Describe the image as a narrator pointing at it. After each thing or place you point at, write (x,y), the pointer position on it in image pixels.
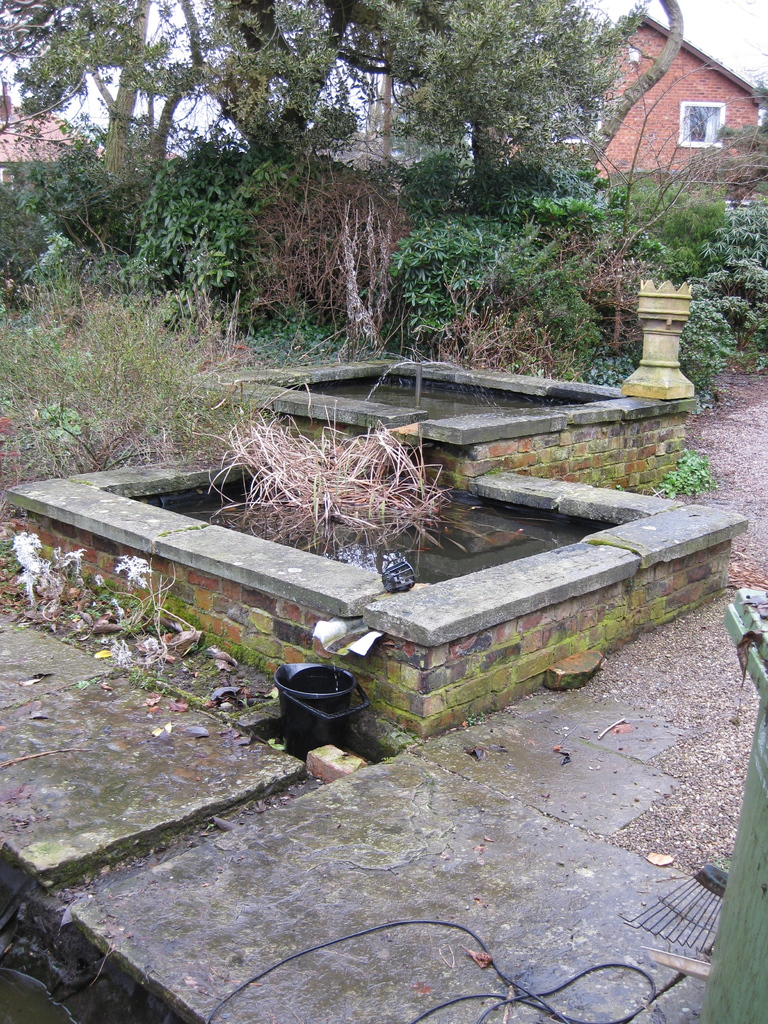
In this image there are water fountains (481,478). This is a dustbin (759,656). In the background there are trees (475,136), plants (326,166), buildings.
